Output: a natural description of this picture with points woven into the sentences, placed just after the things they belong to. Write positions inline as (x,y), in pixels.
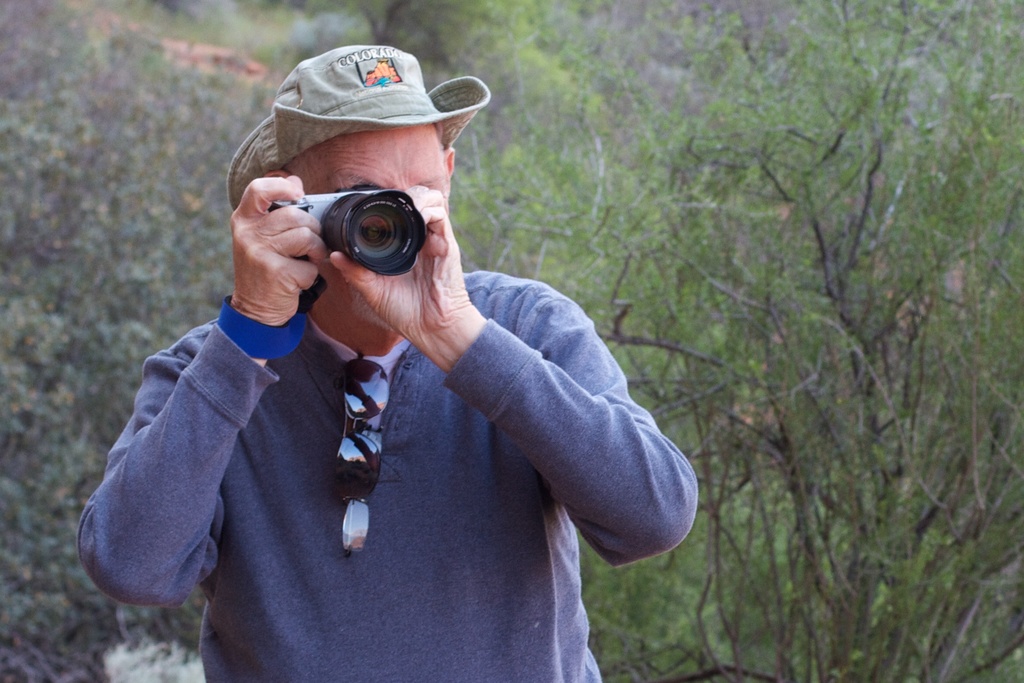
A person (451,407) is wearing a blue jacket (436,561). A specs (365,501) and a goggles (359,421) is hanged on the jacket (340,381). He is having a hat (371,124) also holding a camera (360,218) and capturing image. In the background (26,542) there are trees (106,314).
